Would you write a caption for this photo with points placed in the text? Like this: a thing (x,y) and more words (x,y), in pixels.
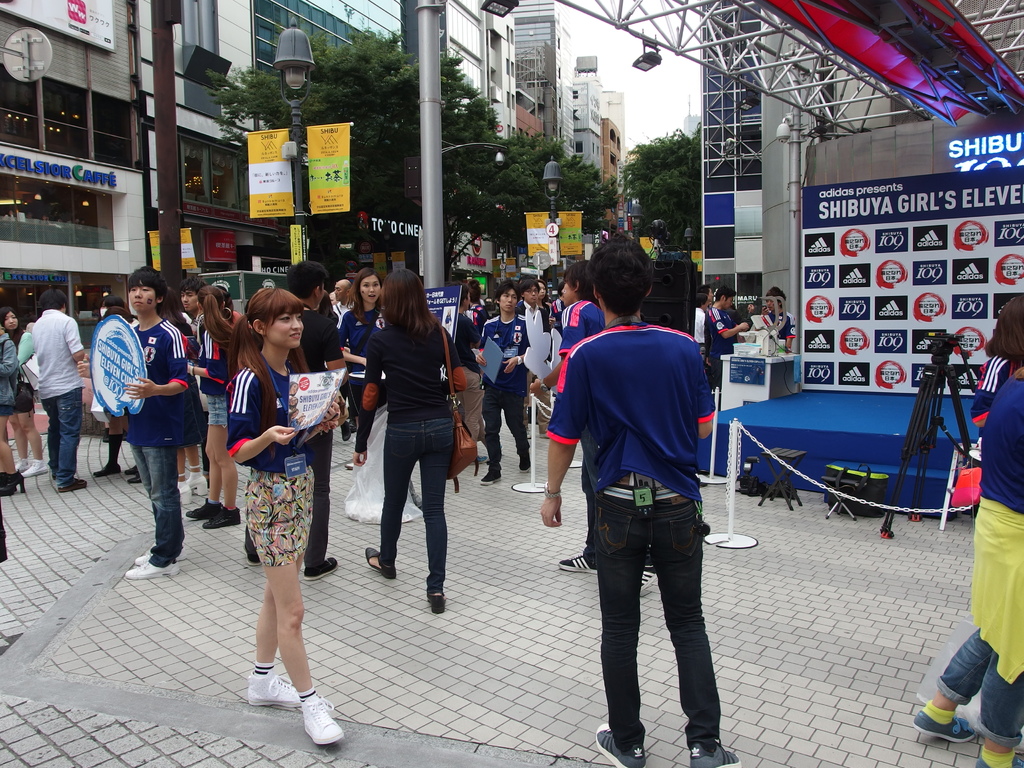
In this image we can see a few people (594,371) standing, among them some are holding the objects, there are some buildings (563,119), trees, posters (828,311) with some text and images (928,278), poles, lights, windows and metal rods (870,78), also we can see a stage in front of the stage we can see some objects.
